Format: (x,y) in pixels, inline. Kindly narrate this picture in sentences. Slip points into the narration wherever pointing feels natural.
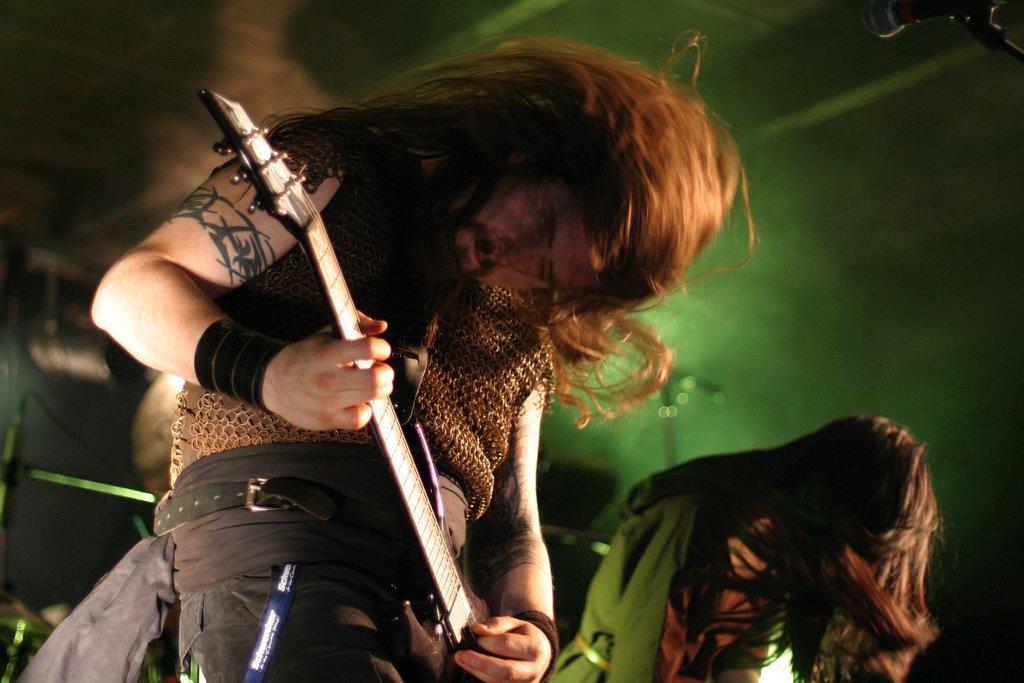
In this picture I can see two persons (666,623), among them one person (374,580) is playing musical instruments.
